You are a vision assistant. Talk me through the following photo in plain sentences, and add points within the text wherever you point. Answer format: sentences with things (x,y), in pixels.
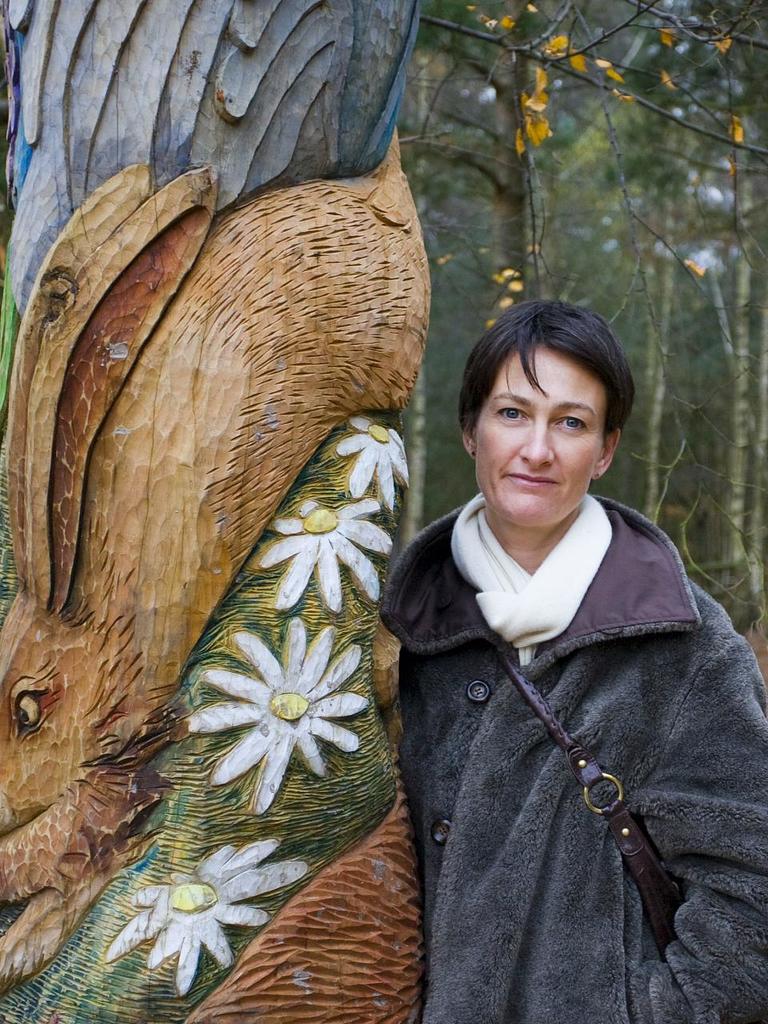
In this image a person (583,807) wearing a jacket (609,823) and scarf (511,588). She is standing beside a wooden trunk (128,446) which is carved with the shape of flowers (264,790). Right side (535,233) there are few trees (598,208).
